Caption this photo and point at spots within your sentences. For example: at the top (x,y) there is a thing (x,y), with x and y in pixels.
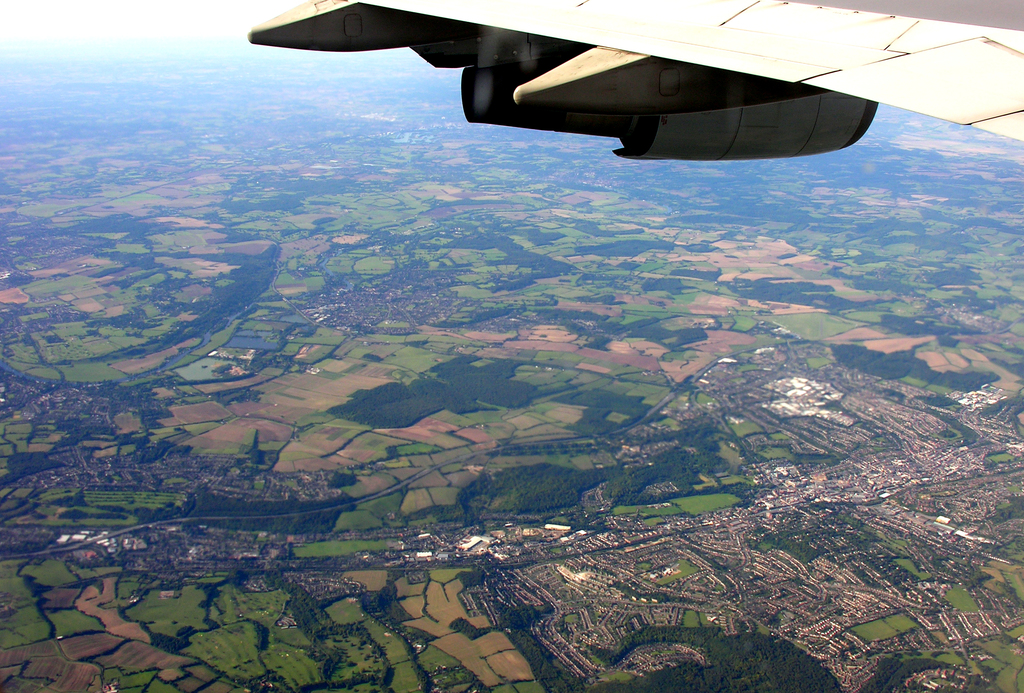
In this image we can see aerial view. In this image we can see trees (170,306) and buildings (766,396). At the top right corner (749,50) there is a aeroplane wing (607,90).
